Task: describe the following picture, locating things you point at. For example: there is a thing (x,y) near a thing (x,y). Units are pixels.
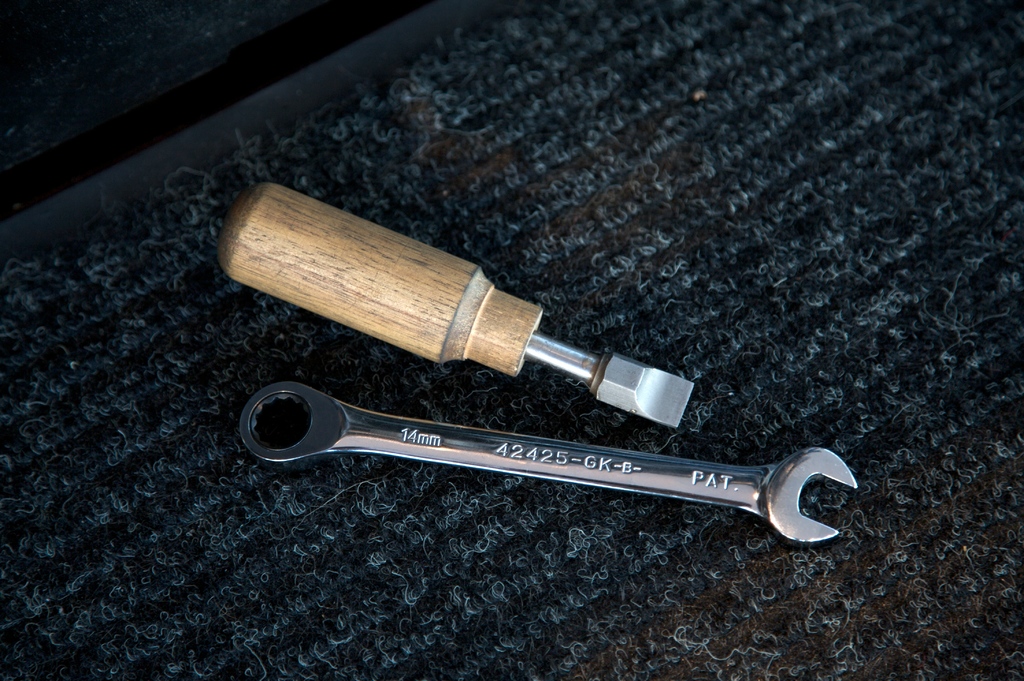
In the center of the image (447,333), we can see some objects (635,383) on the mat (235,534).
